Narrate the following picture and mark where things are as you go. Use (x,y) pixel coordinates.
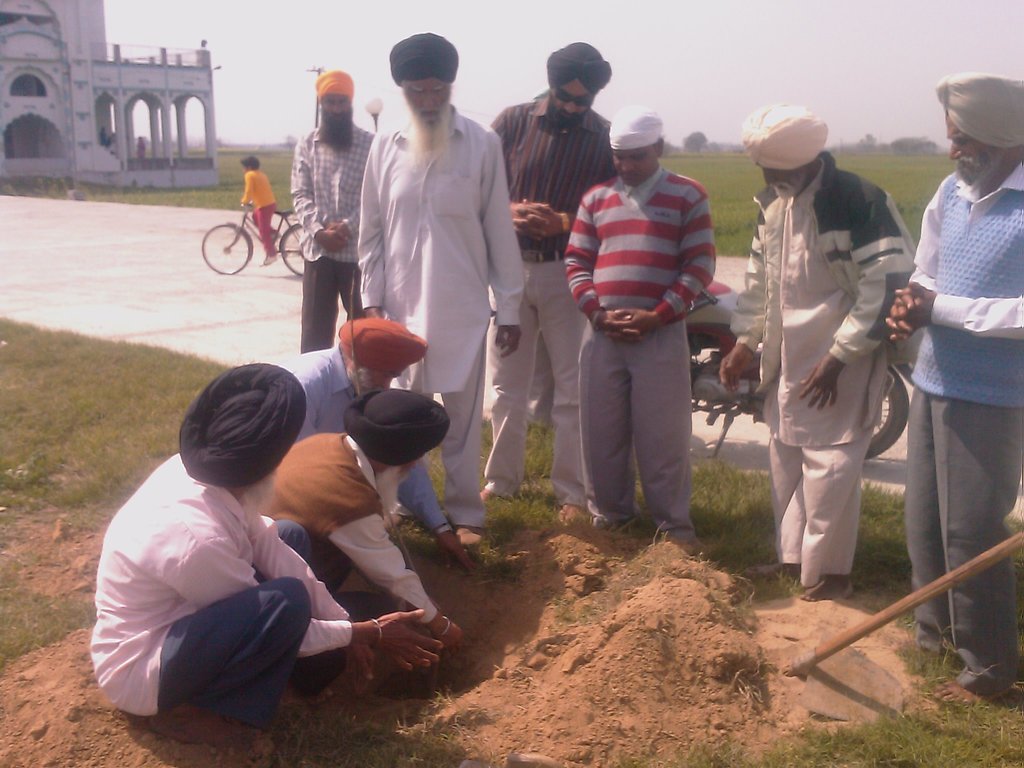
In this image I can see group of people (983,660). In front (474,255) the person (485,280) is wearing white color dress (429,319). In the background (709,396) I can see few vehicles (748,413) and I can also see the person (262,223) riding the bi-cycle (291,251) and I can also see the building (54,21) in white color, trees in green color and the sky (700,47) is in white color.
